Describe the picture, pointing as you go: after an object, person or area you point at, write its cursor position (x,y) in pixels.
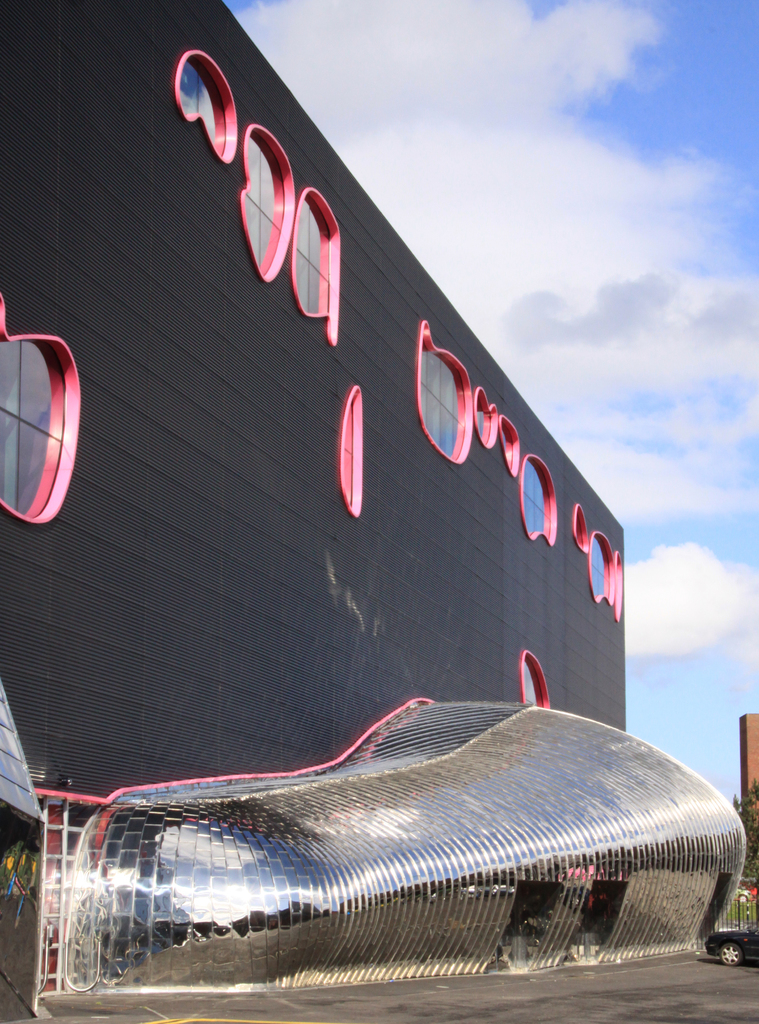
In this image we can see a building (230,777) with windows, in front of the building (170,904) we can see the fence (748,907) and a vehicle (728,964), there are trees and the sky (652,425) with clouds (677,403).
